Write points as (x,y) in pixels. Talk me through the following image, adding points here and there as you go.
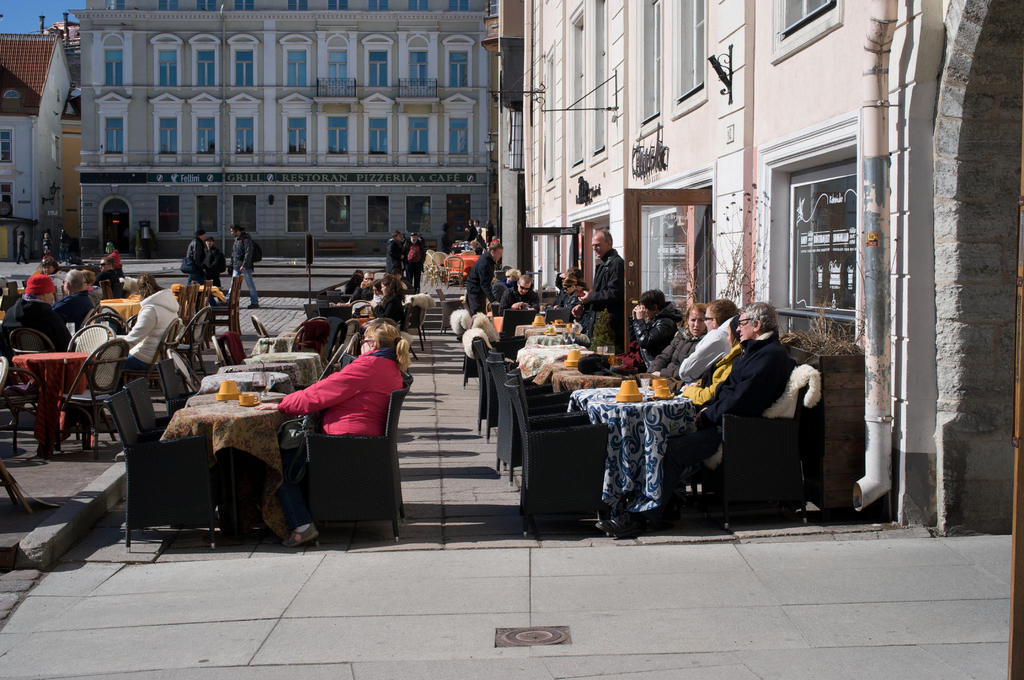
There are many people (160,292) sitting on chairs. Also there are many people (609,265) standing. In the background (436,256) there are many tables (526,365) and chairs (164,393). On the table (587,405) there are bottles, cups (569,359), and many other items (260,374). On the right side (768,164) there is a building (625,103) with windows (650,86), door (684,244), and a pipe (883,208) is over the building (861,108). Also there is a stone wall (963,215). In the background (319,107) there is another building (232,124).
